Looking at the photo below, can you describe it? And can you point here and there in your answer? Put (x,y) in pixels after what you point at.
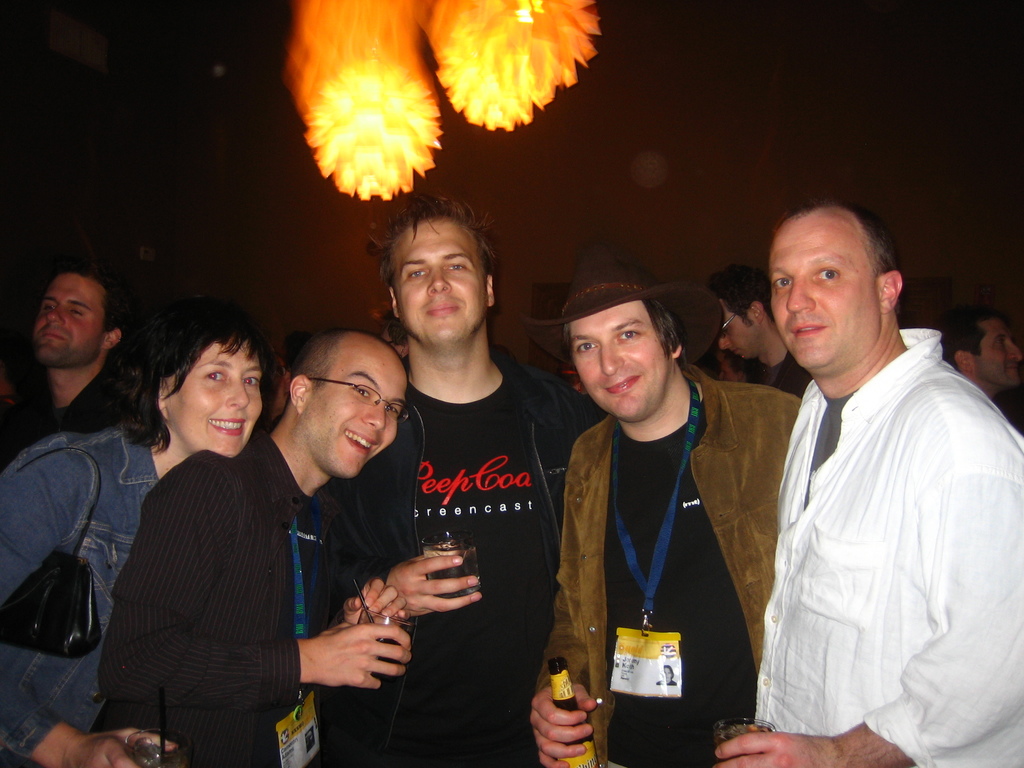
This picture shows few people (608,390) standing and a man (659,316) wore hat (711,294) on his head (626,328) and we see couple of them wear ID cards (618,668) and few of them holding glasses (739,736) in their hands (457,580) and a man (602,697) holding a bottle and we see couple of lights (577,54) on the roof (705,170) and few people (952,338) standing on the back (966,338) and we see smile (210,425) on their faces (804,336).
